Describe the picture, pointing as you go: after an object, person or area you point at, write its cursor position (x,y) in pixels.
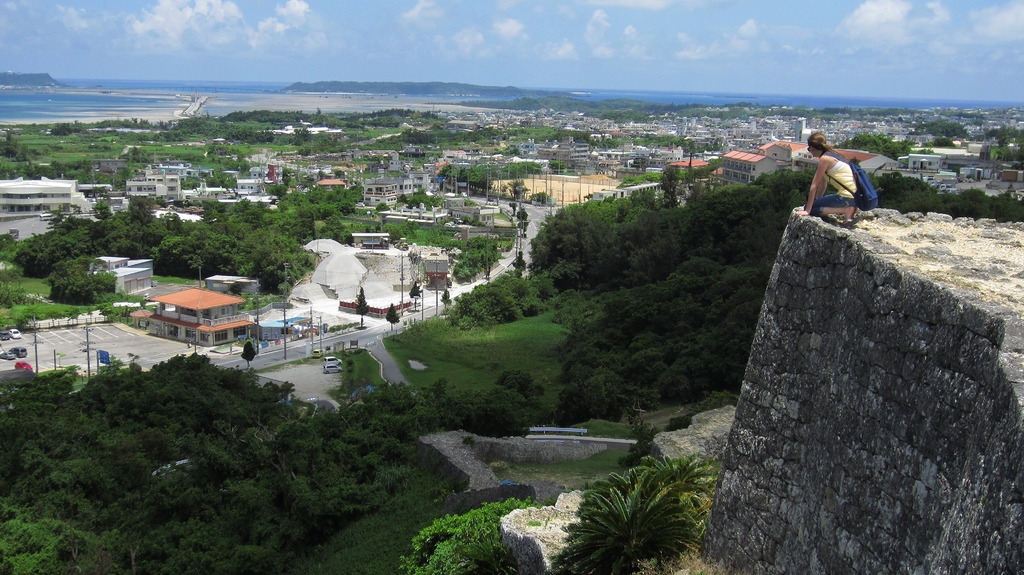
In this image there is the sky (564,57) towards the top of the image (549,50), there are clouds (512,26) in the sky (463,33), there is water (62,105) towards the left of the image (48,104), there are buildings (447,208), there is road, there are poles (310,343), there are cars (25,354) parked towards the left of the image (30,367), there is grass (411,528), there are plants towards the bottom of the image (171,396), there is a woman (850,191), she is wearing a bag (865,191).
